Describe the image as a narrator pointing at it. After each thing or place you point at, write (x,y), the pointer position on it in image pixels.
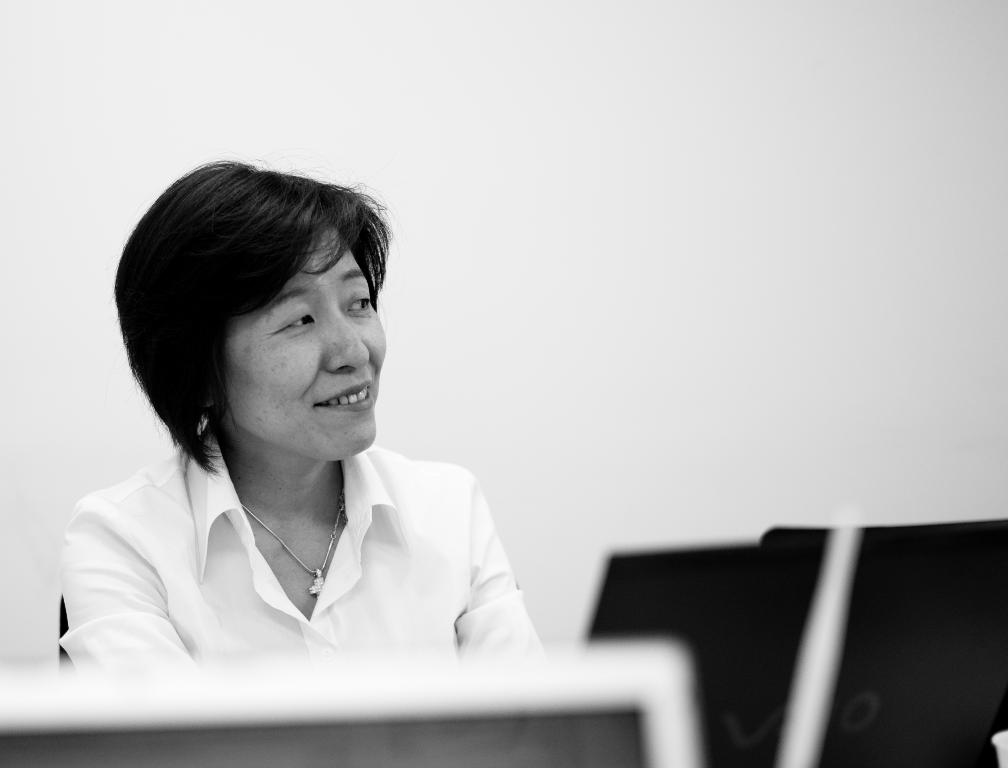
This image consists of a woman (285,596) wearing a white shirt (371,646). In the background (484,138), we can see a wall (641,461) in white color. At the bottom (615,725), it looks like a monitor (481,700).
